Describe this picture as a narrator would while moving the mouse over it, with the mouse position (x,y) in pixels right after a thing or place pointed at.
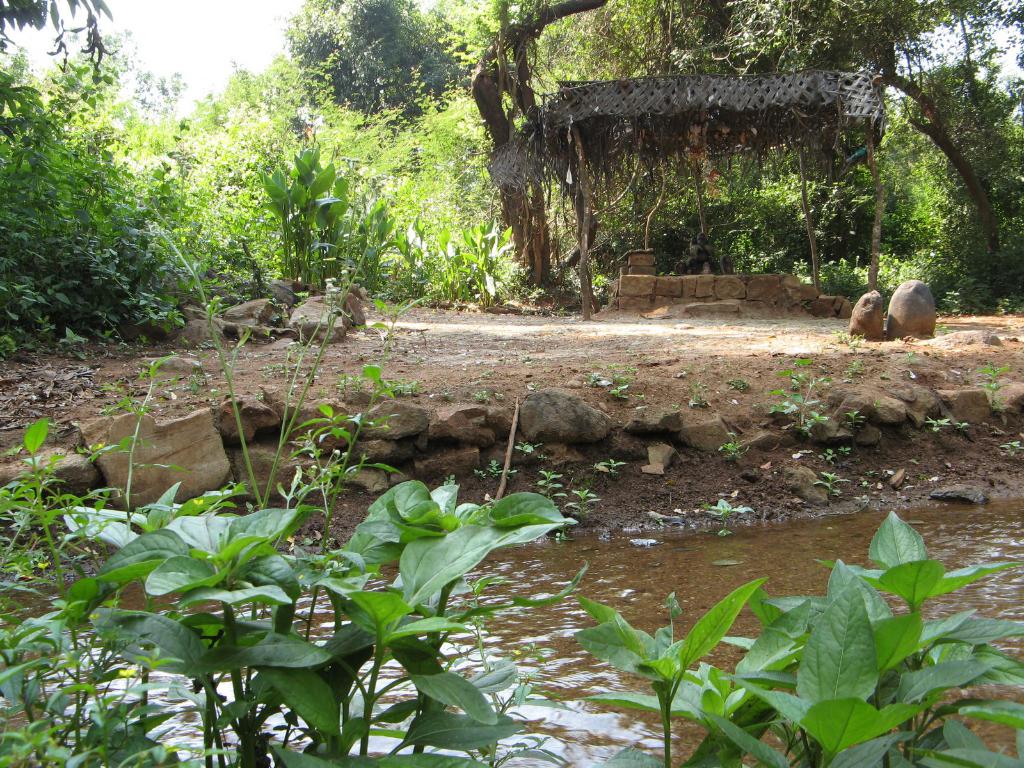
This image is clicked outside. At the bottom (603,643), we can see the plants (623,620) and water (639,598). In the front (236,377), there are rocks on the ground (661,374). In the background (245,96), there are trees (245,96). In the front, we can see a small hut (882,187). At the top (154,31), there is sky (149,25).
